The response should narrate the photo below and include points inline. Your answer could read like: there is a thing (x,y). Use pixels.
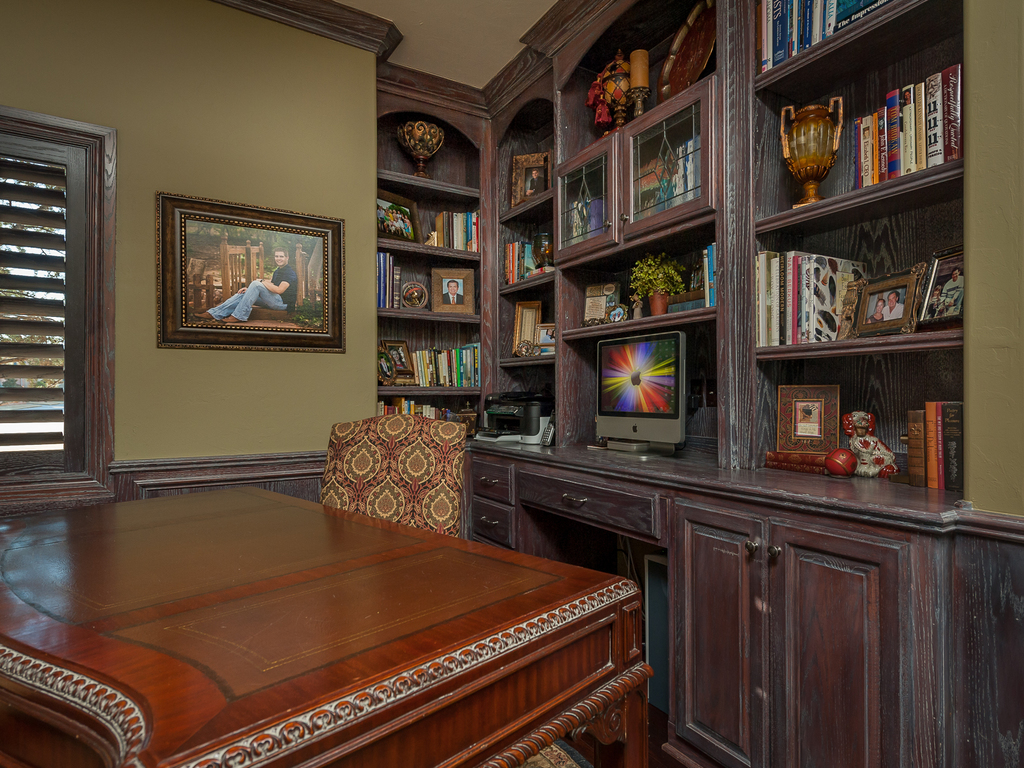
In the image there is a system (680,380) on the middle of the racks (514,476) and there are books (899,159), photo frames (892,299) and trophy (813,178) on the shelves (809,241) on the right side (804,165), in front (416,459) there is a chair (396,455), on the left side wall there is a photo (251,264) and beside that there is a window (40,312).
